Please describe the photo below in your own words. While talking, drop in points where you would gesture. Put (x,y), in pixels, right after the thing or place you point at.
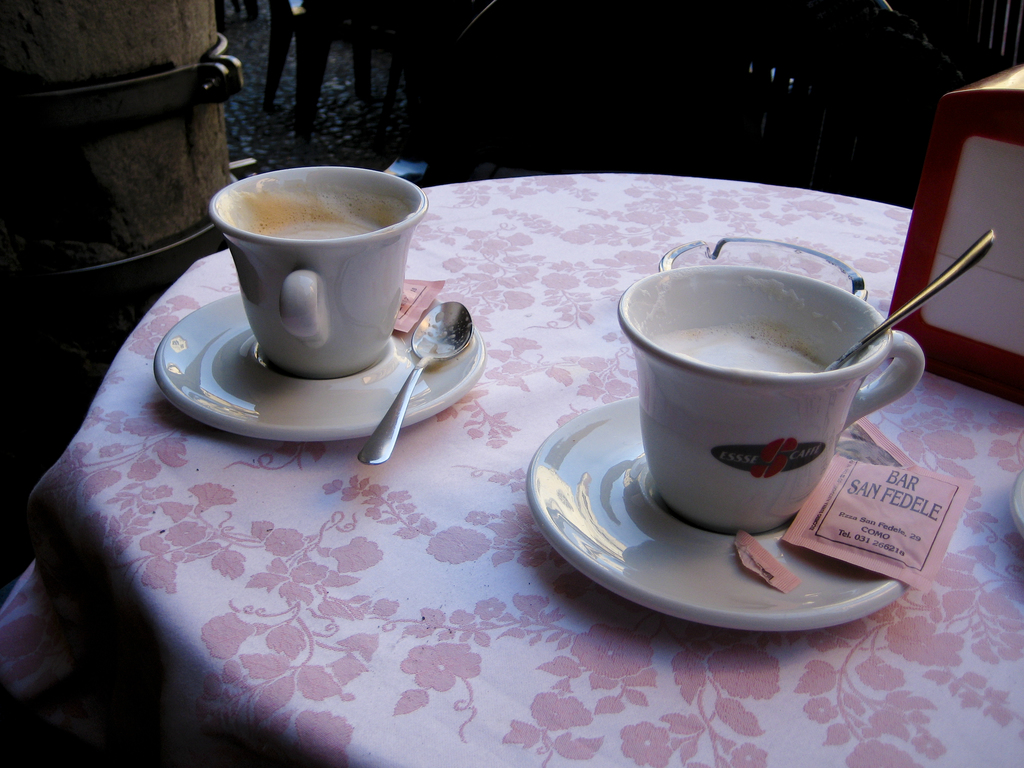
In this image we can see coffee (294,208) in cup (744,415) and spoons (418,379) placed on the table (670,618). On the right side of the image (1001,380) we can see some object (940,200) on the table (895,234). In the background (314,82) there is a chair (314,63).
